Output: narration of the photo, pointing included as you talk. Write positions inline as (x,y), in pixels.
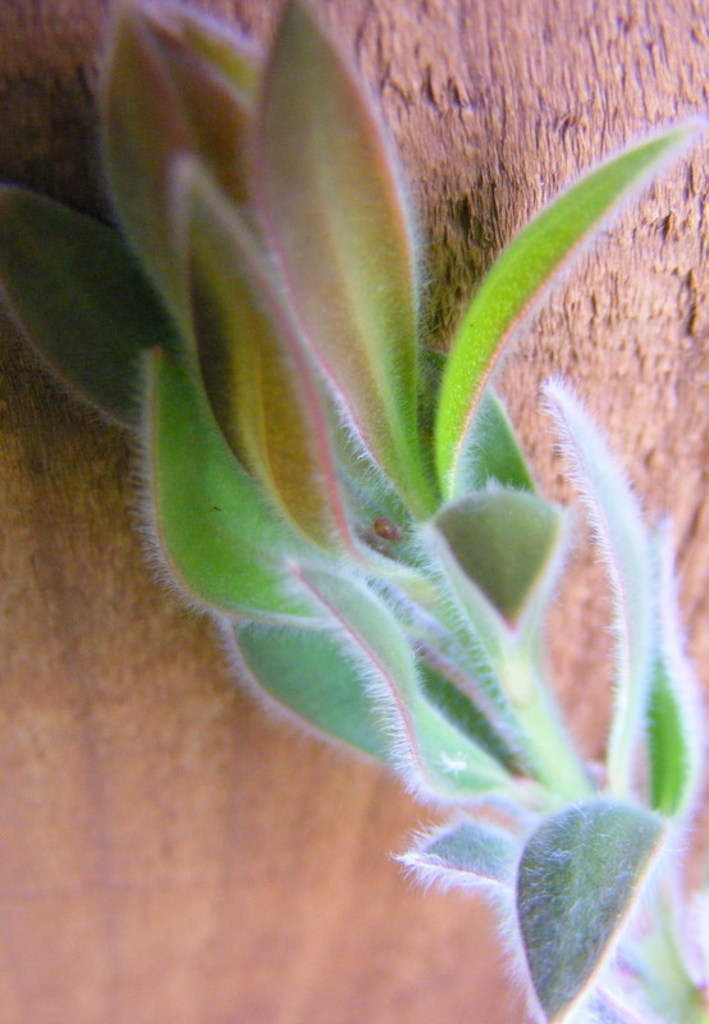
This image consist of a plant (390,568) which is in the front (414,645). In the background (122,545) there is a tree (477,135).
